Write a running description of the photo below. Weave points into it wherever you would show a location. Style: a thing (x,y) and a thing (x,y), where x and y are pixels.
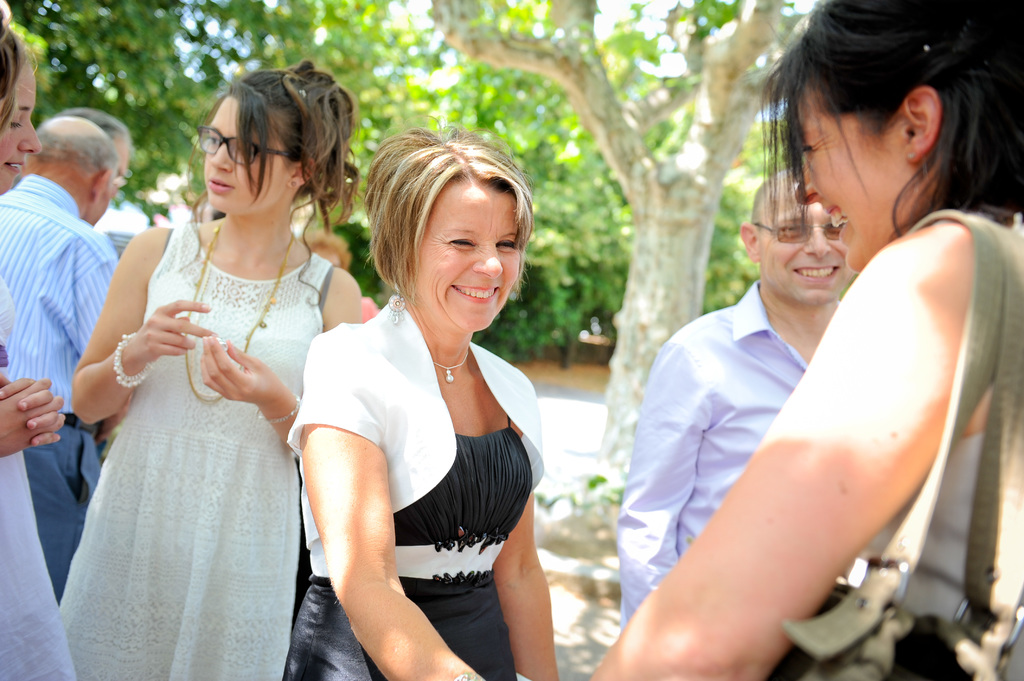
In the picture people (490,411) are standing on the ground (545,419) among them some are smiling. In the background (513,304) I can see trees (593,289). The background of the image (574,288) is blurred.
